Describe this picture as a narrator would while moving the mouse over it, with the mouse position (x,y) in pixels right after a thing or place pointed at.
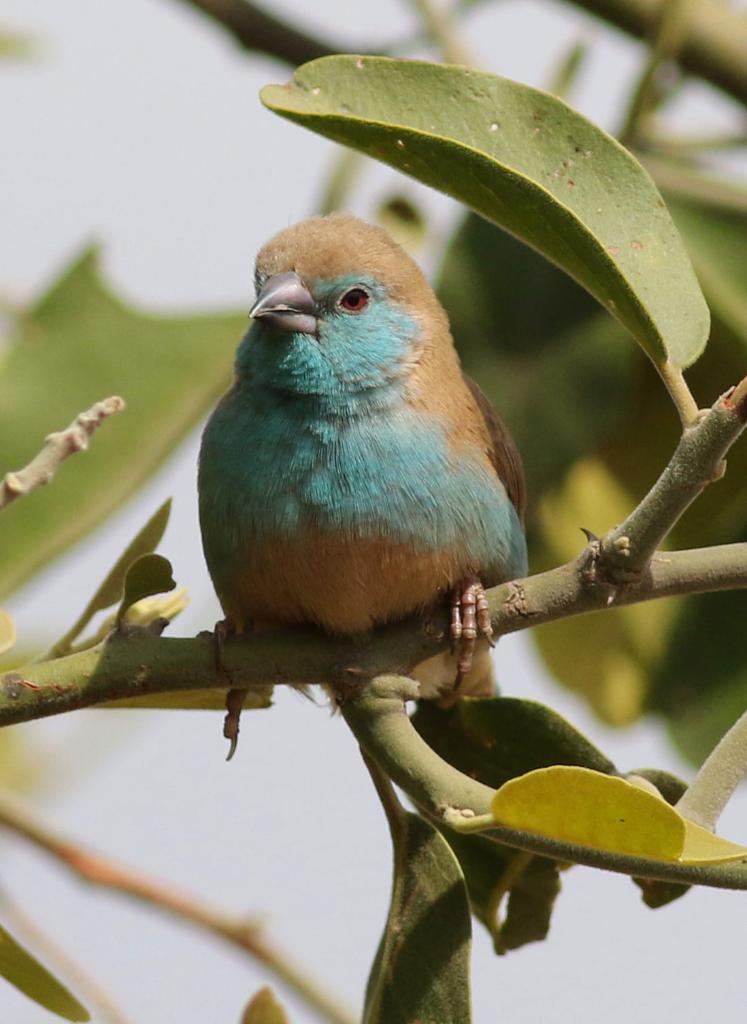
In this image, we can see a bird (406,607) on the plant (379,636). We can also see the blurred background (707,24).
